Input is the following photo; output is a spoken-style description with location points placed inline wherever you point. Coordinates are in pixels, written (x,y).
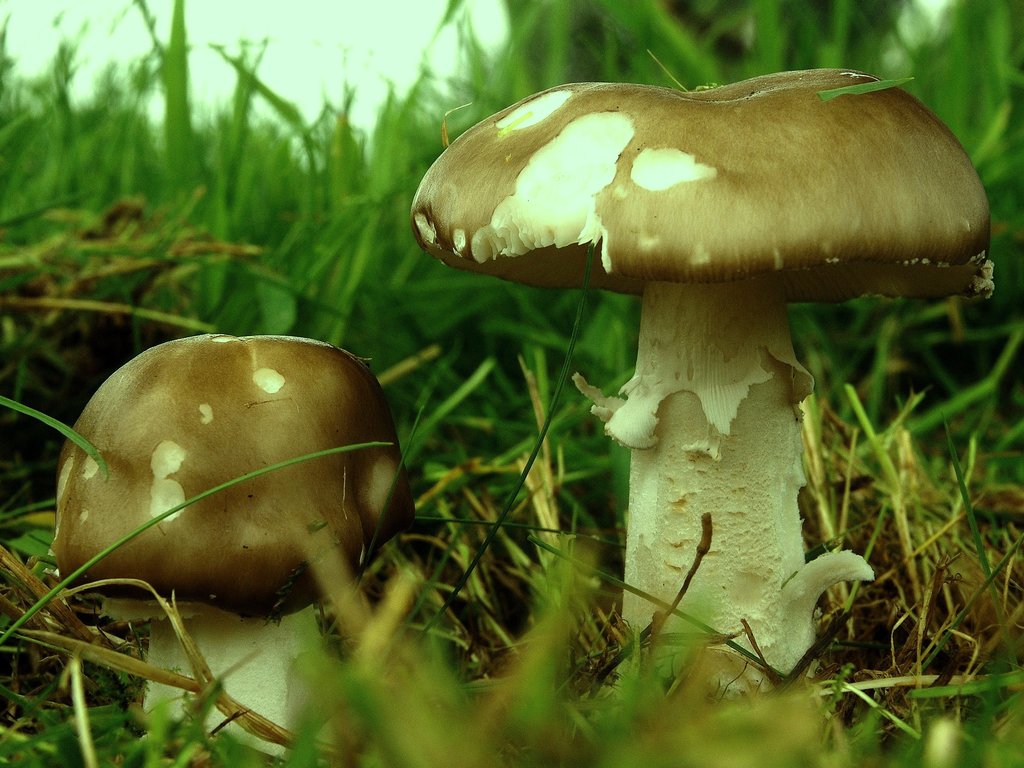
In this image there are two mushrooms (669,353) in the middle (672,404). In the background (343,147) there is grass (239,136).
